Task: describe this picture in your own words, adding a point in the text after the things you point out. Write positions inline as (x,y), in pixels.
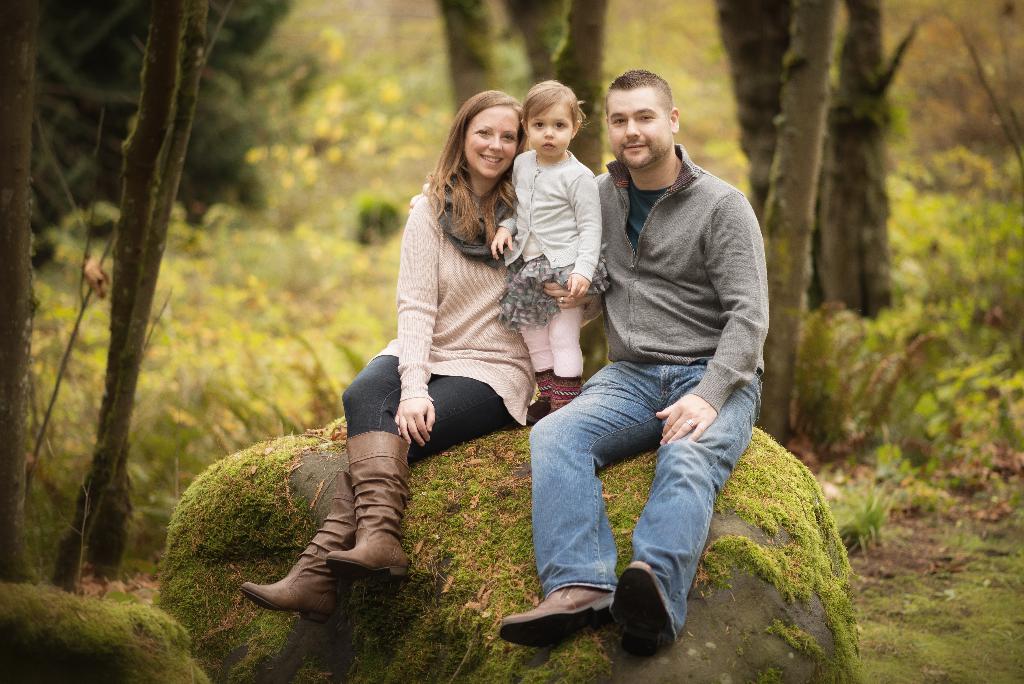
This picture shows a man (582,389) and a woman (463,377) seated on the rock (626,483) and we see a girl (521,253) standing and we see woman (454,284) holding the girl (508,268) and we see trees (791,13) and grass (878,642) on the ground (948,543) and few plants (865,347).
